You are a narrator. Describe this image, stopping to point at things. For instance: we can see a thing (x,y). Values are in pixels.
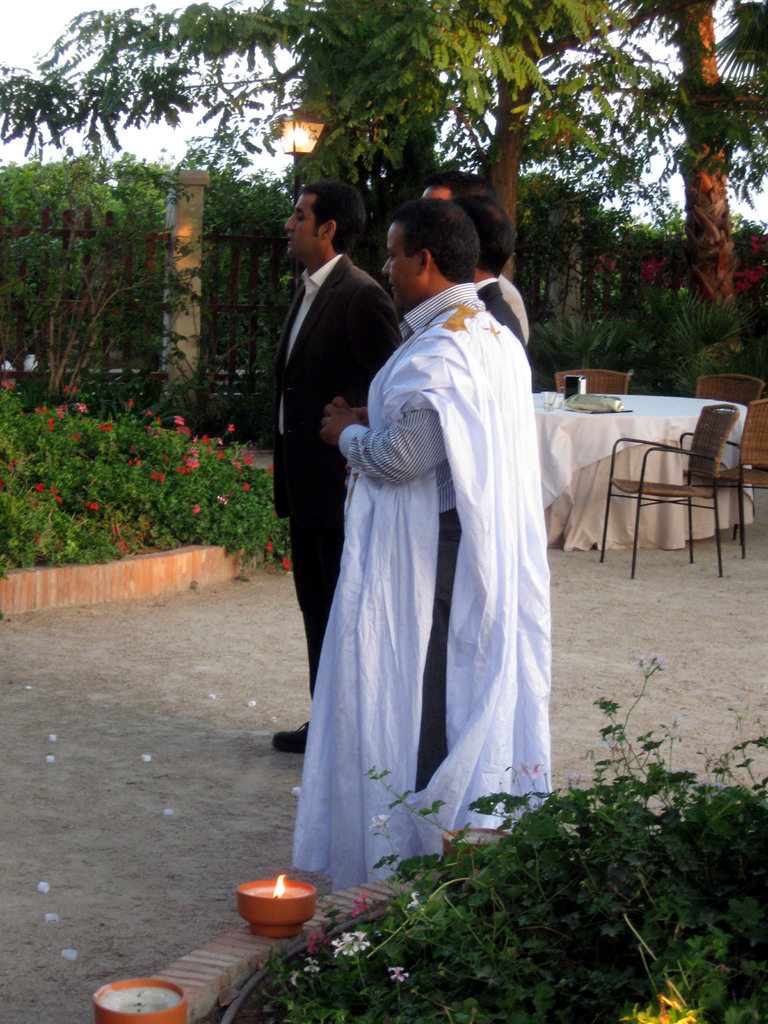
There are bushes (447,993) in the front side of an image (439,969) there are 4 persons (416,663) standing in the middle of an image (464,489) behind them there is a table (572,462), chairs (638,487) behind that there are trees (645,253) and lights (307,146), fire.
